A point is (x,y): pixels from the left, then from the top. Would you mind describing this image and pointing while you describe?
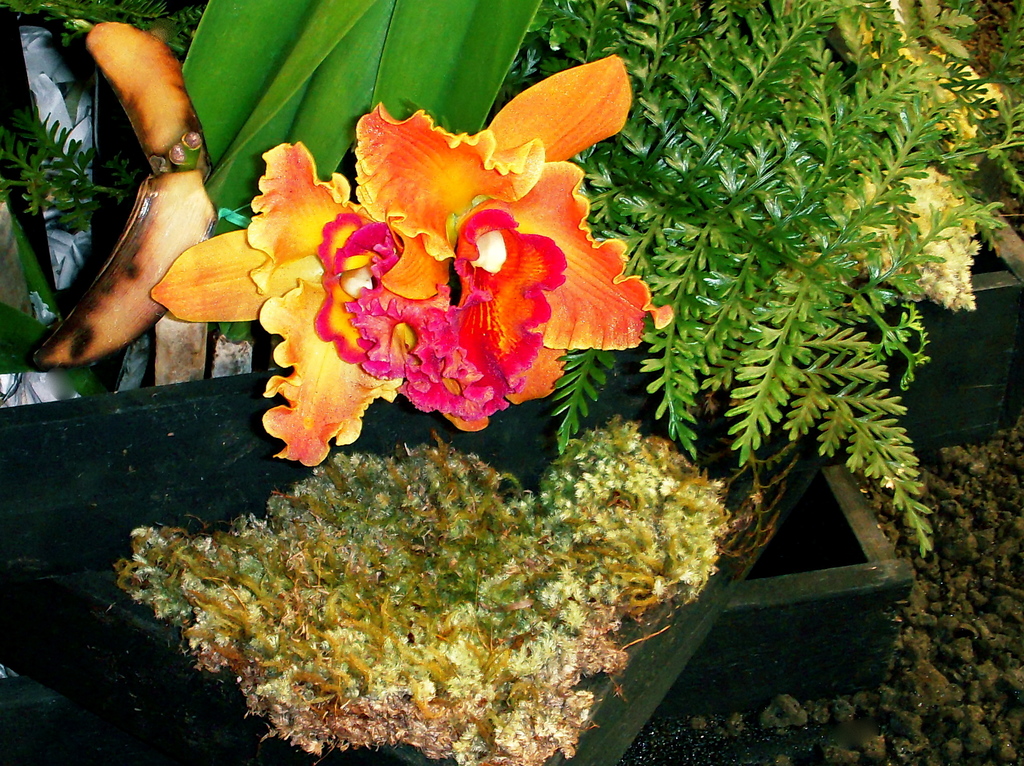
In this image, we can see some plants (522,751), a flower (448,222) and some objects (814,631). We can also see the ground (951,635) with some objects (768,670).
